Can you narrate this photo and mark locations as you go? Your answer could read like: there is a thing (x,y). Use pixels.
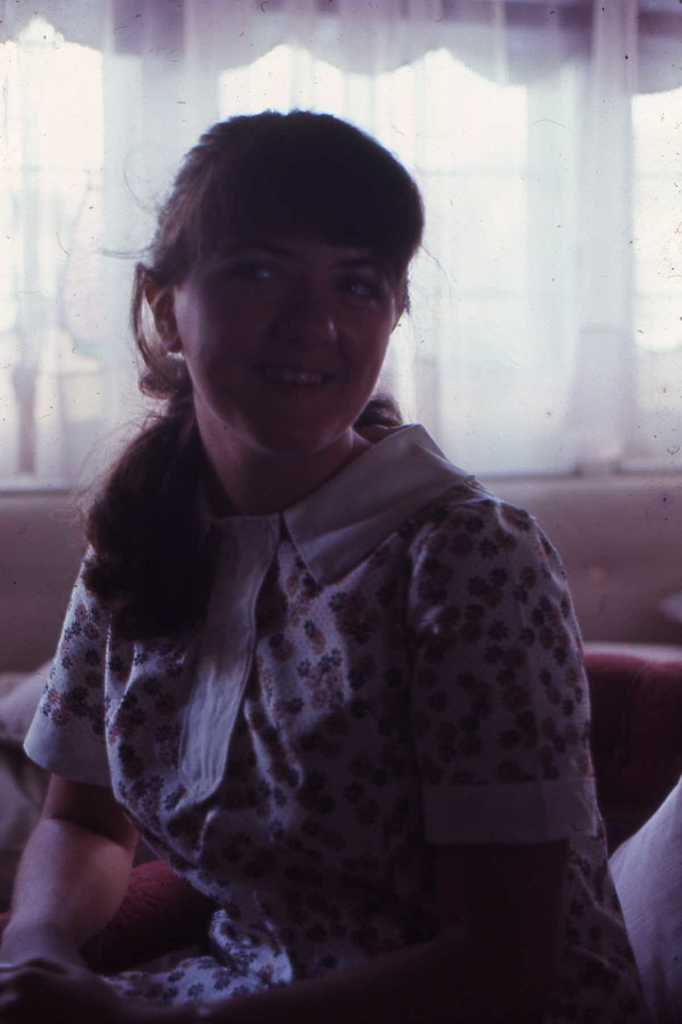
This image is taken indoors. In the background (408,372) there is a wall (11,614) with windows (46,74) and curtains (217,104). In the middle of the image (379,556) a girl (279,573) is sitting on the couch (667,721).
